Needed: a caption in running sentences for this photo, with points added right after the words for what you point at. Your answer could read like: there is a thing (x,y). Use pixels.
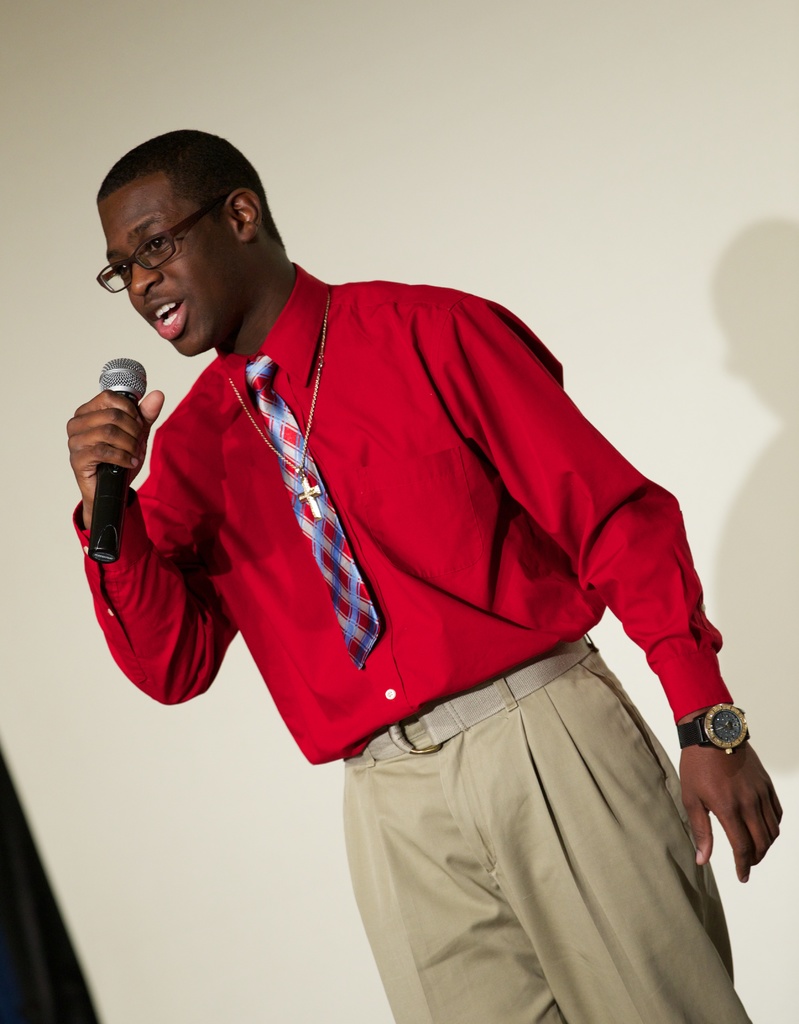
This picture is of inside. In the center (456,447) there is a Man (303,355) wearing a red color shirt (487,472), a tie (326,538), a watch (709,721) and spectacles (199,216), holding a microphone (111,501) in his hand (113,455) seems to be talking and standing. In the background (582,110) we can see a Wall (484,125).
